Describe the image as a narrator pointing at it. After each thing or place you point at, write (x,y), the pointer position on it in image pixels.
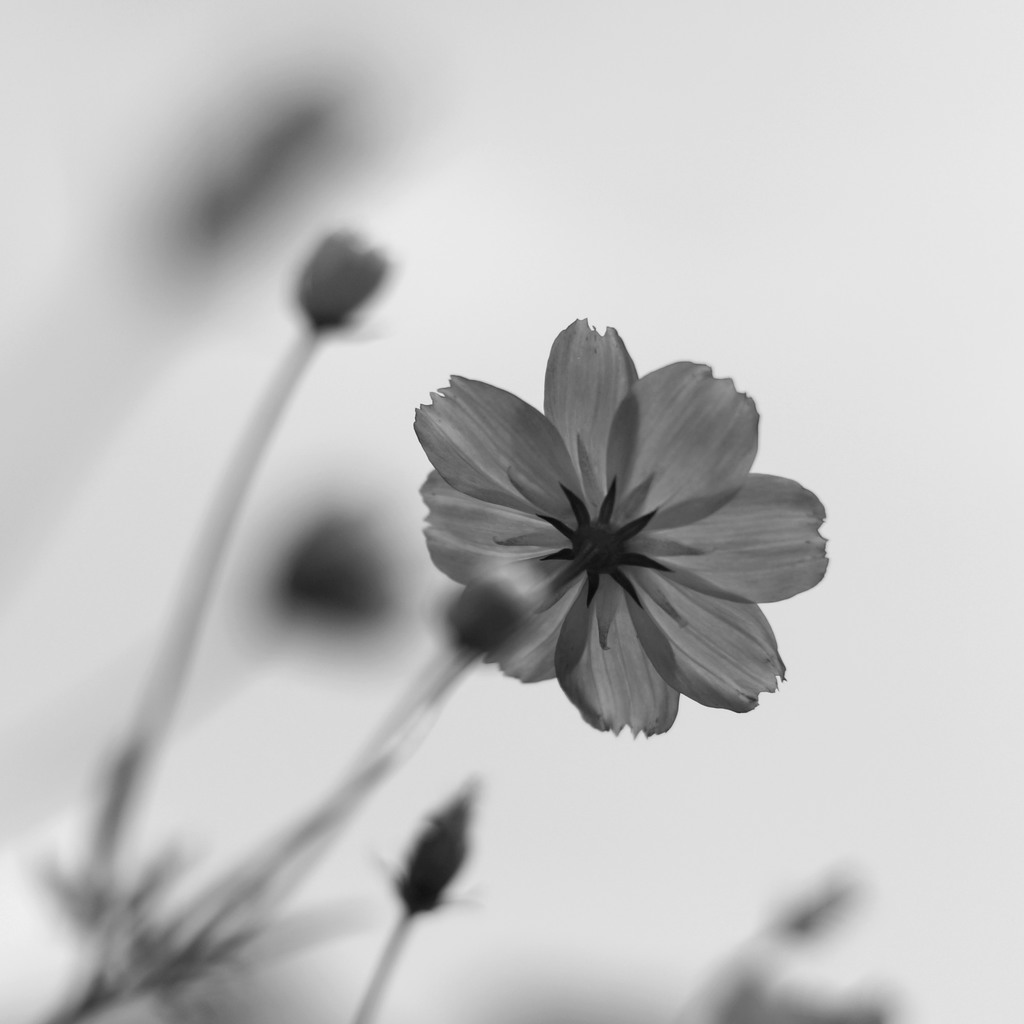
It is a black and white picture. In the front of the image (571,592) there is a flower (629,615). In the background of the image (918,491) it is blurry.
